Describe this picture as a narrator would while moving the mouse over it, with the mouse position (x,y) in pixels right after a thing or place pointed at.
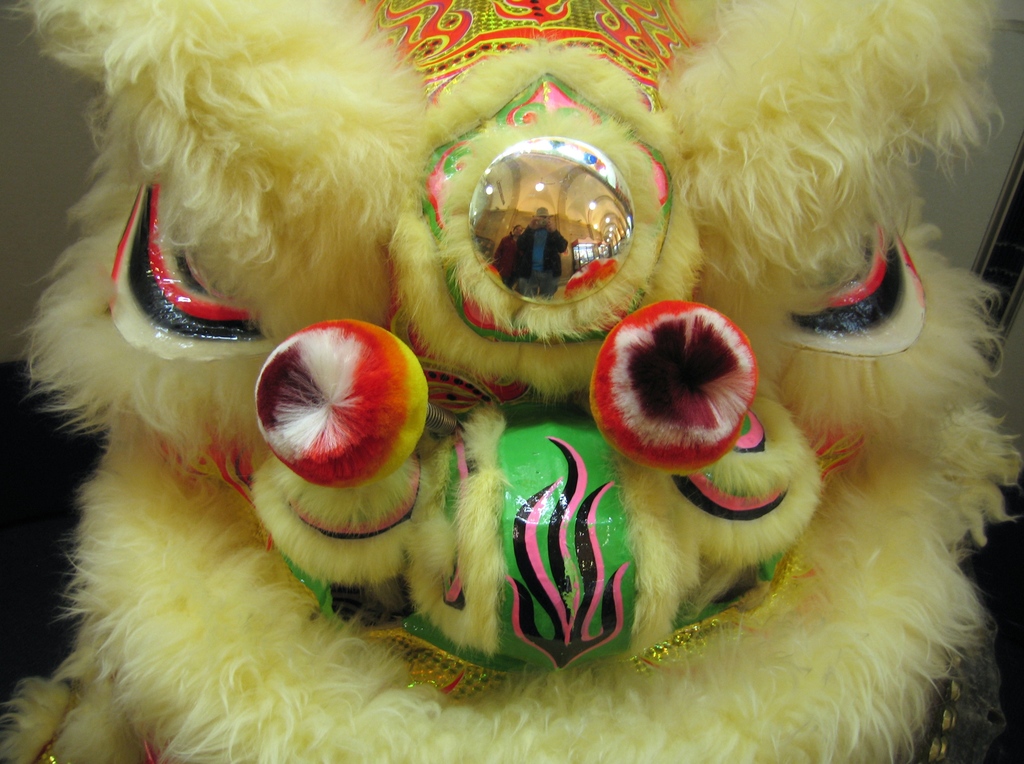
In this picture there is a toy (572,477). There is reflection (551,255) of two people (526,289) and there is reflection of building (574,212) on the toy (513,329). At the back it looks like a wall (993,207).
